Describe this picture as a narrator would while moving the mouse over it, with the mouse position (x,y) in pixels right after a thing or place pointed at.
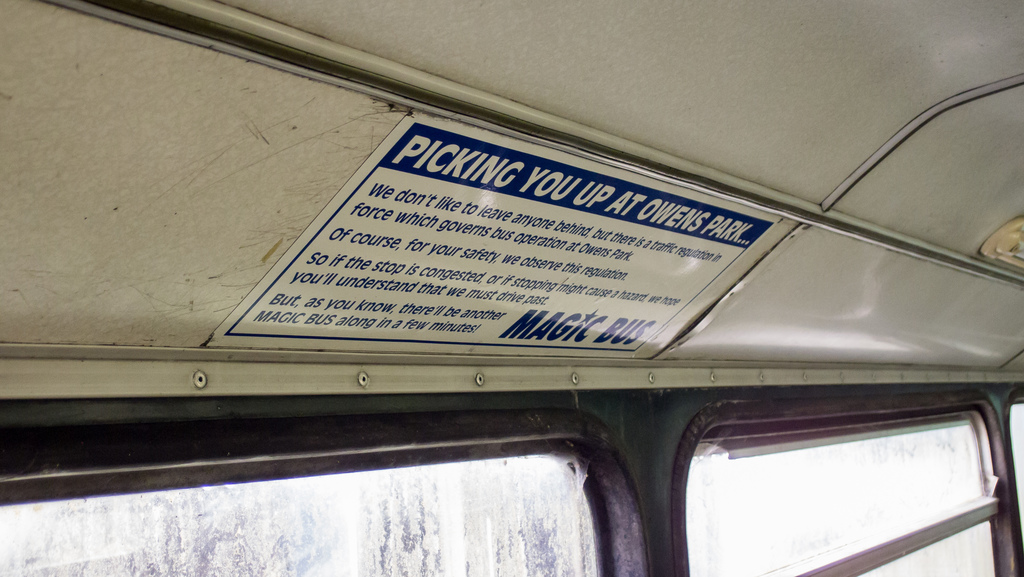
This picture is clicked inside the bus (560,452). At the bottom of the picture (534,446), we see windows (730,472). In the middle of the picture (509,200), we see the poster (439,249) with text (528,254) written is pasted on top of the bus (497,64).
